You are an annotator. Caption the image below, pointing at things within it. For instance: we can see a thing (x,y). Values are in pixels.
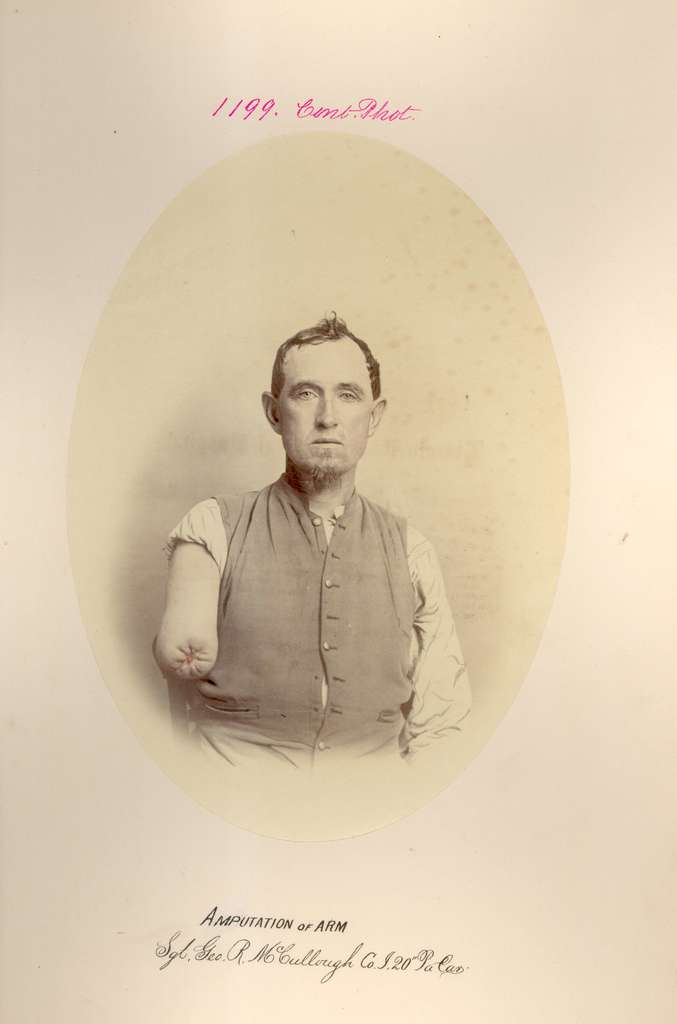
In this image we can see a photo (385,373) of a person (283,366) and we can also see some text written on it.
